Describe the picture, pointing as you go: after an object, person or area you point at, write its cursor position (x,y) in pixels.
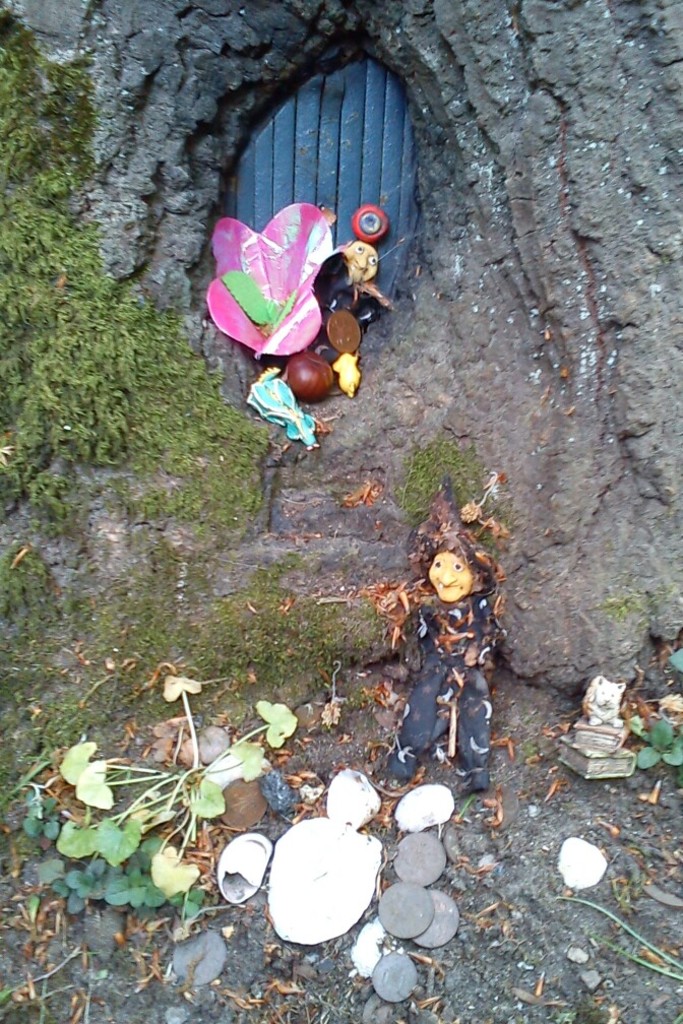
In this picture I can see toys (489,594), plants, papers (260,282) and some other objects (438,874), and in the background (427,153) there is a door (354,112) in a tree trunk (434,105).
